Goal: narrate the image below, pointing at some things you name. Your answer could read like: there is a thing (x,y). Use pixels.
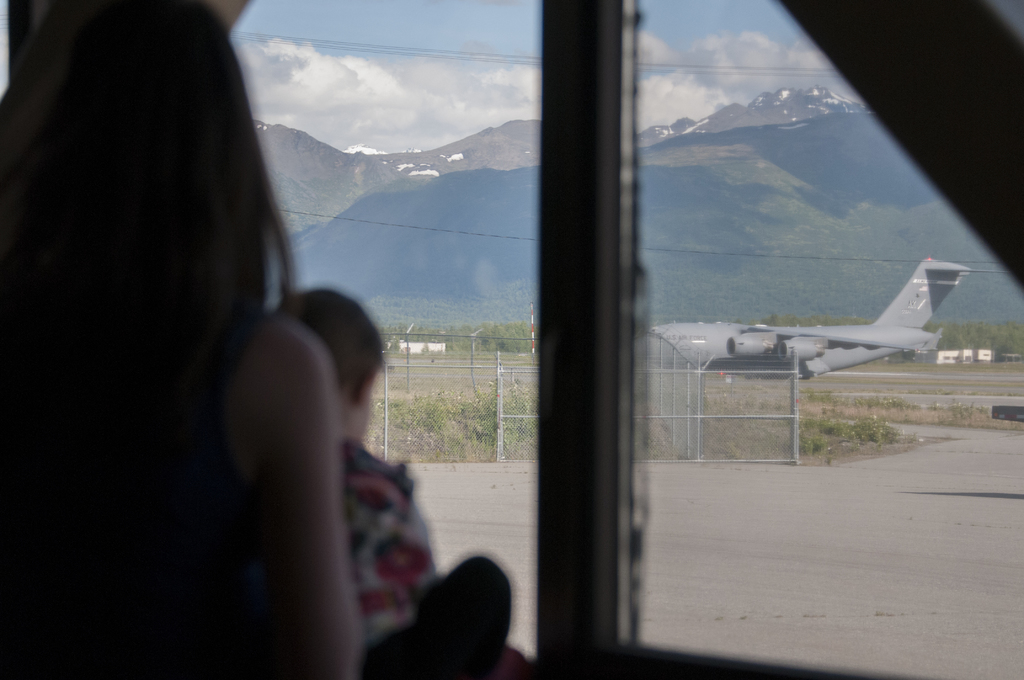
On the left side of the image (229,571) there are people (278,484) and there is a window (616,329). We can see an aeroplane (702,369), fence (520,412), hills (433,176), wires (358,44) and sky (394,93) through the window glass (421,305).
